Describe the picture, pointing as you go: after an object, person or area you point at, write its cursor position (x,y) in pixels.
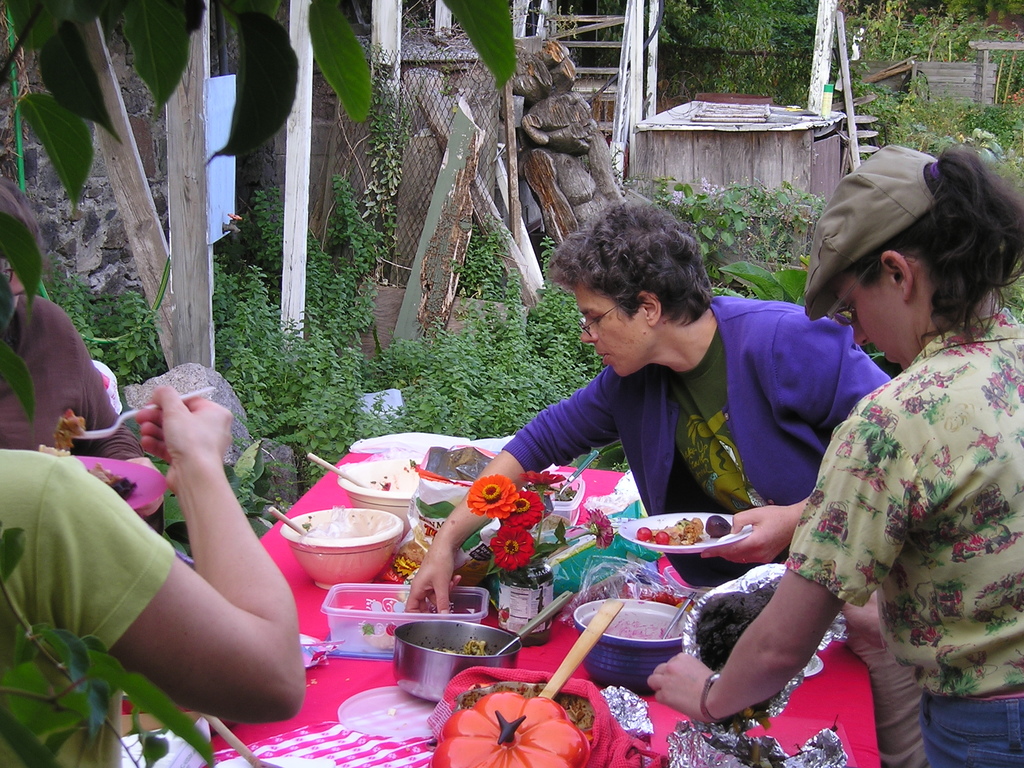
In the image we can see there are many people (68,523) around, they are wearing clothes (54,531) and some of them are wearing spectacles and a cap (892,202). This is a table (842,687), on the table (815,681) there is a container (366,549), spoon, box (353,621), plate (681,536), food (652,537) on a plate (657,520), flowers (507,534) and a plastic cover (578,569). This is a grass (447,387), wooden pole (170,101), leaves (182,53) and a wooden log (572,140).
